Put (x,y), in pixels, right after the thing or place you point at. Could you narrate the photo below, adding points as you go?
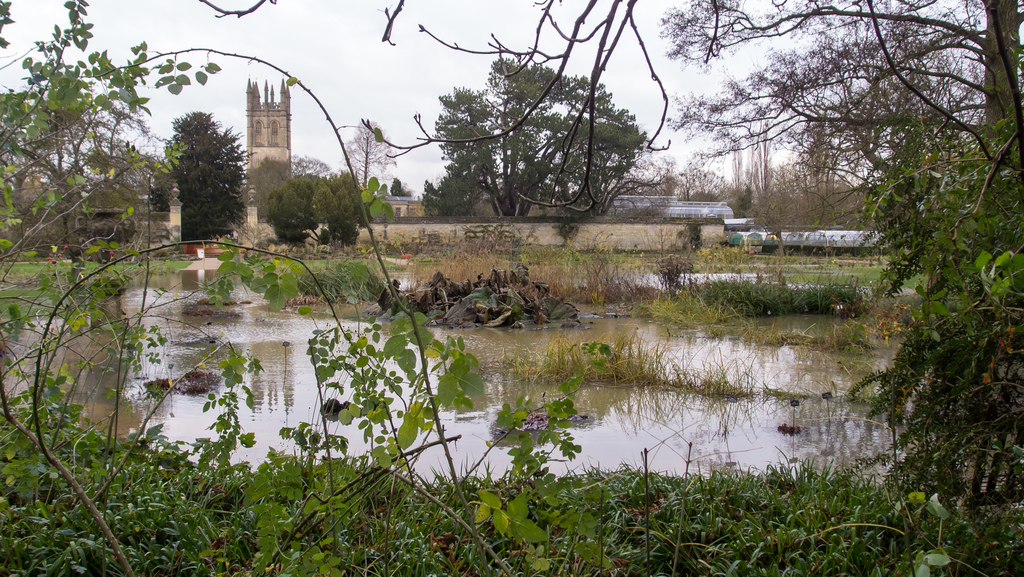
In this image there is the sky (391,98), there is a building (268,125), there are trees (116,179), there are plants (116,512) truncated towards the bottom of the image (751,539), there is the grass (641,375), there is water (585,402) on the ground (375,375), there are trees (968,171) truncated towards the right of the image (989,311), there are plants (59,99) truncated towards the left of the image (28,116), there is the wall (606,229).
